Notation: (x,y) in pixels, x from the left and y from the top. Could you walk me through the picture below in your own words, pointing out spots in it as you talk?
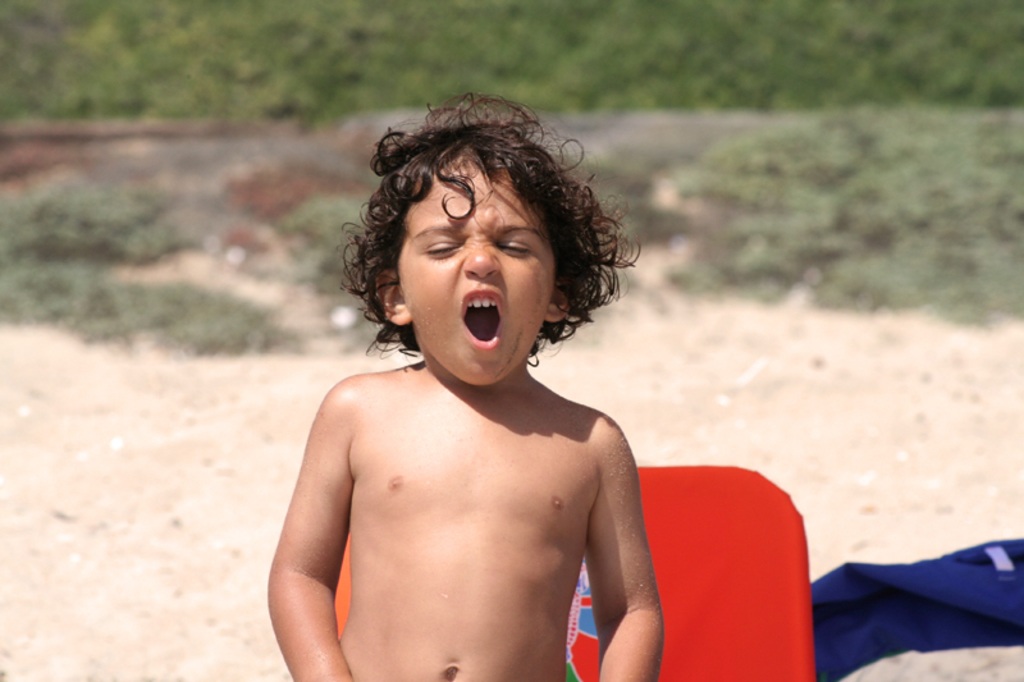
In this image I can see a boy (518,391). In the background (719,542) I can see a red and a blue colour thing (804,547). I can also see grass (323,103) and I can see this image is little bit blurry from background (1001,37).
